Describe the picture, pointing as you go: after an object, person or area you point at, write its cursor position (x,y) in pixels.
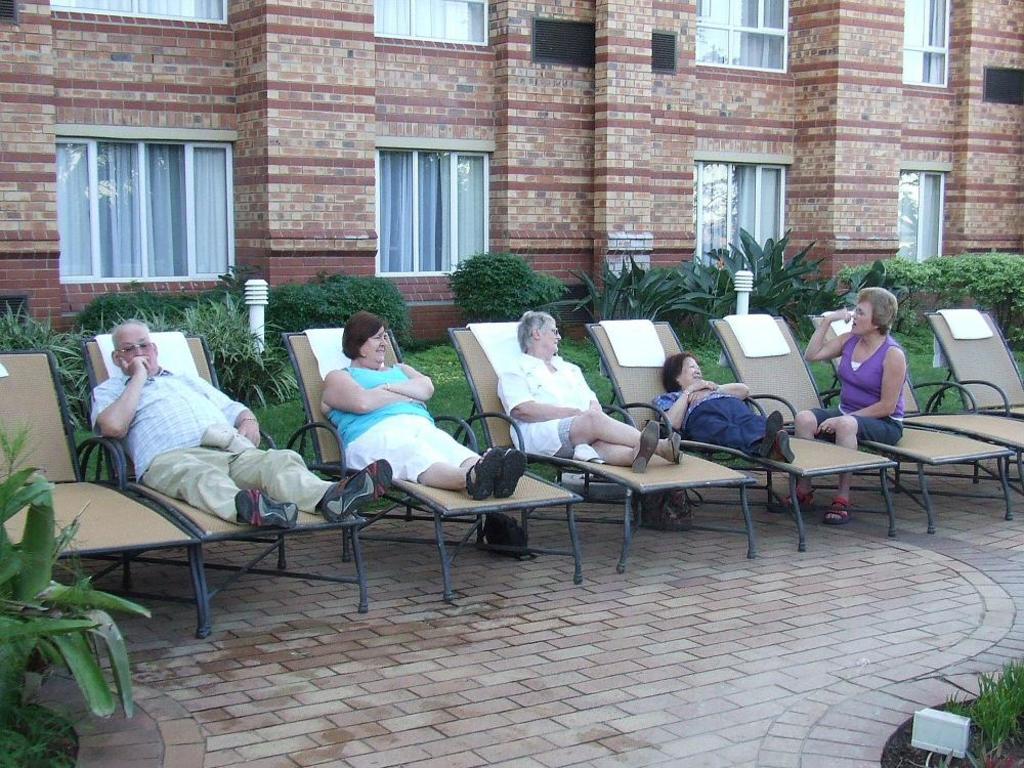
In this image we can see building (554,142) with windows (730,38), plants (1009,277) and we can also see people (849,497) sitting on the chairs (933,426).
